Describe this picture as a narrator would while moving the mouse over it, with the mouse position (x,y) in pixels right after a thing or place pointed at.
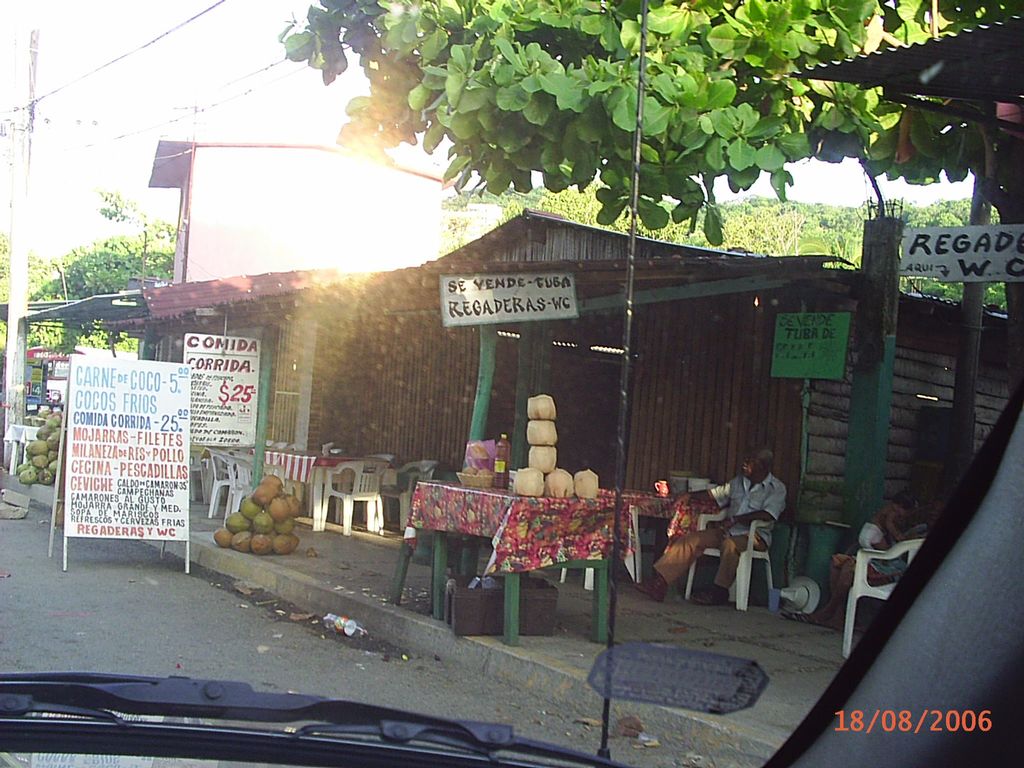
From the windshield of the car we can see there are stalls (659,466), beside the road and there is a person (762,487) sitting on the chair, beside the person (732,544) on the table (635,507) there are a few objects (664,486), in front of the stalls (645,462) there are display boards (965,247) and there are a few objects (484,476) on the tables (439,496) and there are empty chairs (217,466), in the background of the image (107,281) there are trees (107,281) and there is an electric pole (16,254) with cables (117,57) on it, at the bottom of the image (863,733) there is date (890,712).
